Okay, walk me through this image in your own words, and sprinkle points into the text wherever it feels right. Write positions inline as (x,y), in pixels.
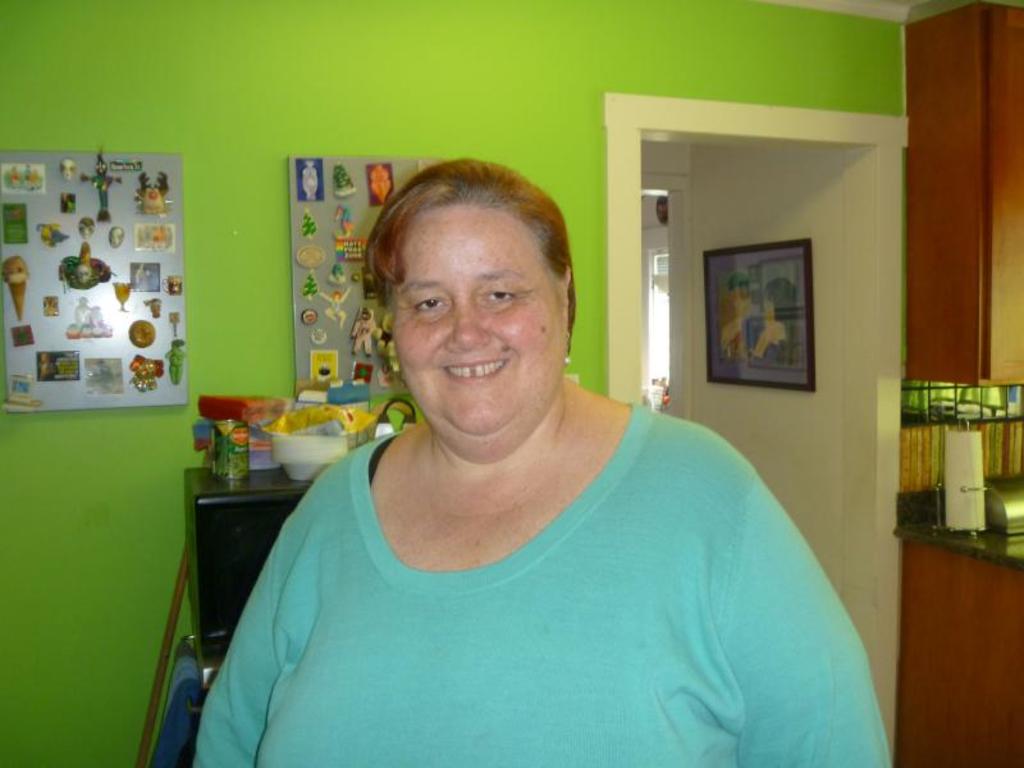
In this image we can see a woman (304,525) standing on the floor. In the background (188,762) there are boards (76,240), microwave oven (219,495), some objects (244,443), door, photo frame (761,326) and a tissues (959,508).
